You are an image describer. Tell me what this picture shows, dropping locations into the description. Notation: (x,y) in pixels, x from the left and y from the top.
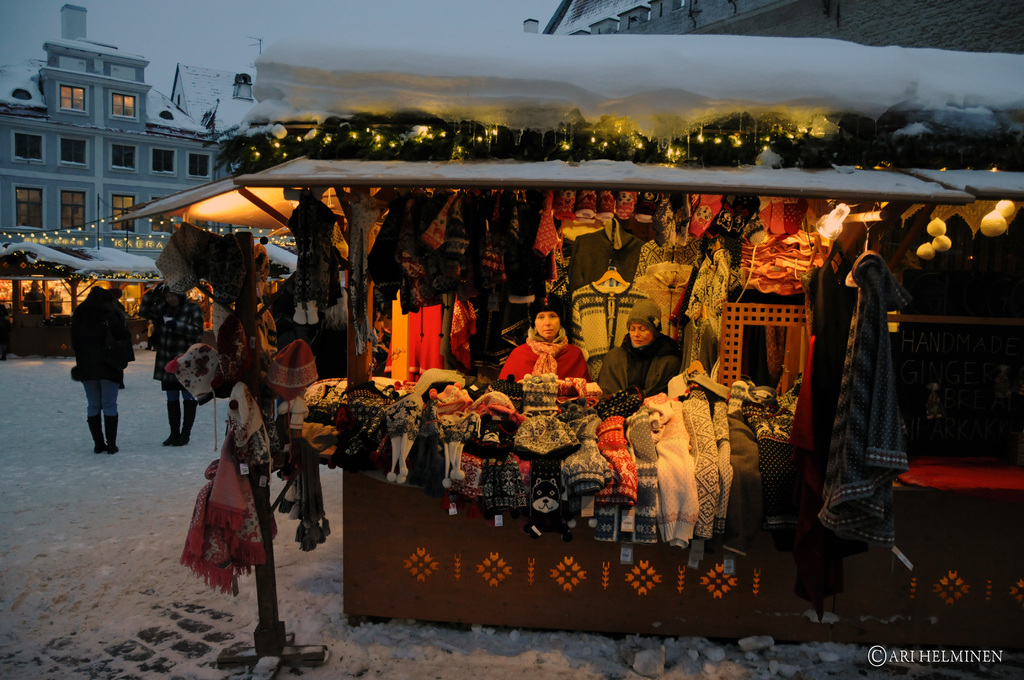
In this image there are two women (616,355) standing in a stall (577,373), in the stall (502,391) there are sweaters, gloves (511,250) and mufflers (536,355), on top of the stall (424,183) there is snow (499,110), at the bottom of the image (919,648) there is some text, behind the stall (352,347) there are two women (177,328) standing on the snow surface (152,379), in front of them there are a few other stalls (74,293) decorated with lights (85,238), behind the stalls (52,307) there are buildings (167,132).
